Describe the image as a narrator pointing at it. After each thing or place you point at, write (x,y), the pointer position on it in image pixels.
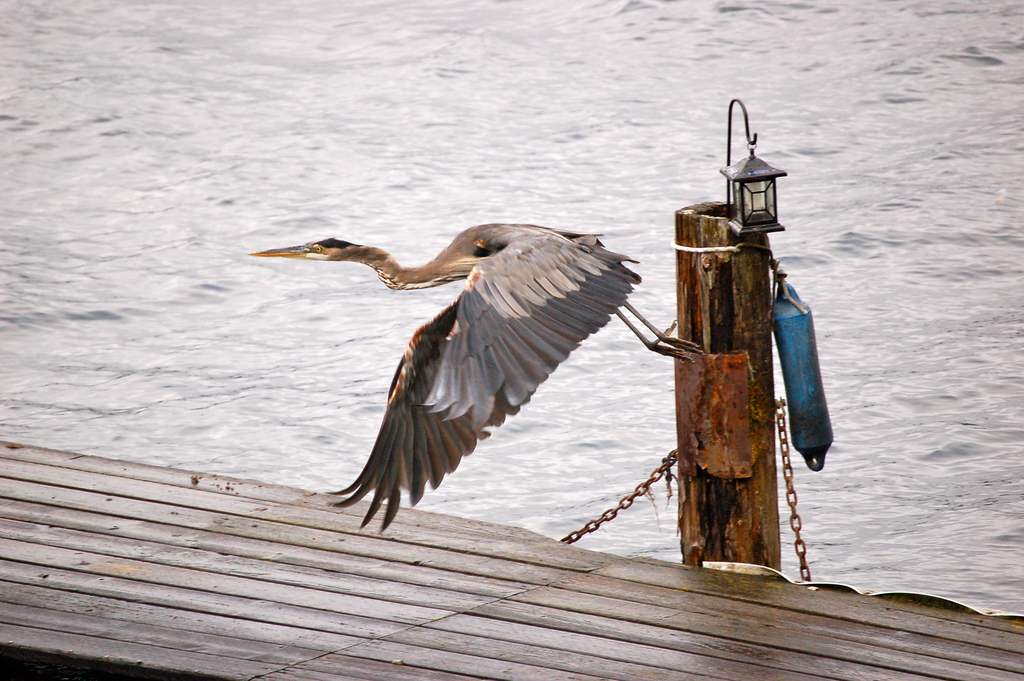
At the bottom of the image (108,466) we can see raft (90,457) and pile (734,392), on the pole (745,235) we can see some lights (744,168). Behind the pole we can see water (447,229). In the middle of the image (373,263) a bird (324,258) is flying.
